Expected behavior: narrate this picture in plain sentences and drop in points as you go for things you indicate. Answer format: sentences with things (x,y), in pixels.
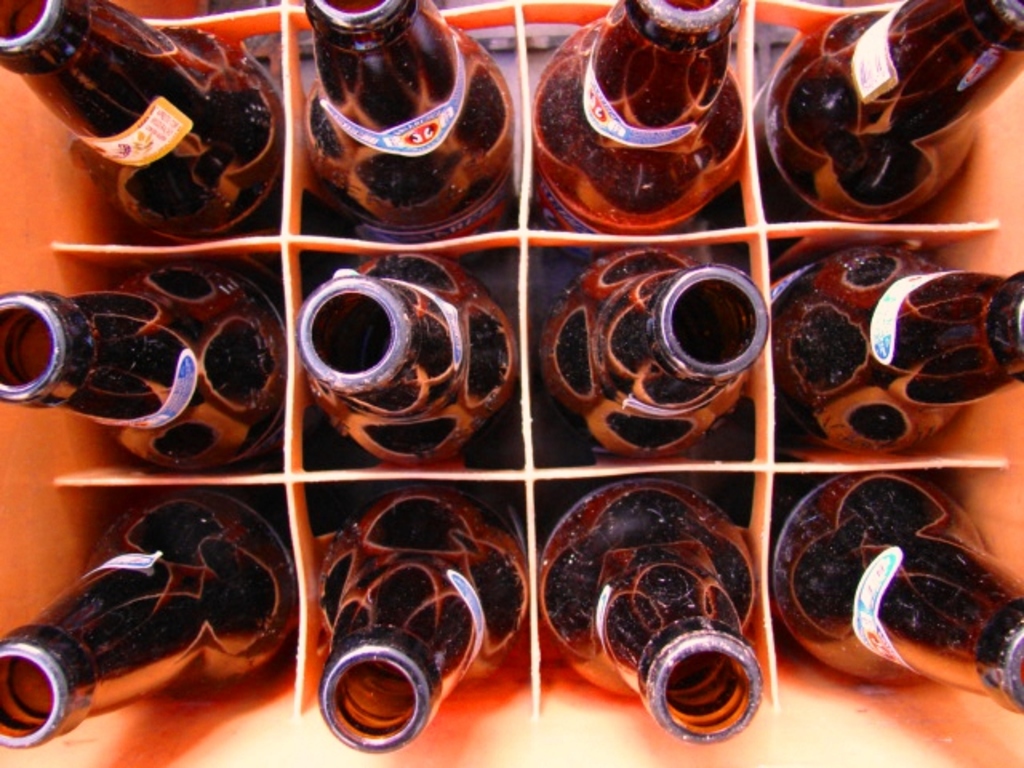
In this image there are bottles (487,387) with the labels (156,137) on it, in a plastic tray (50,116).
